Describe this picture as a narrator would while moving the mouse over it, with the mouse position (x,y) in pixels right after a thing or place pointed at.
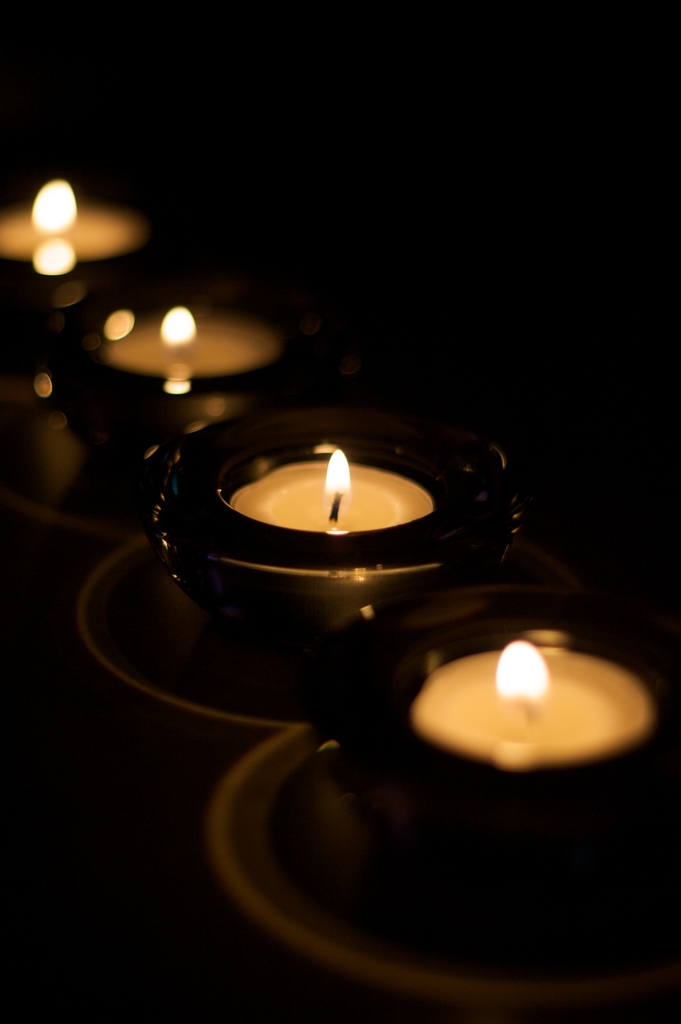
We can see candles (76,228) with flame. Background (236,94) it is dark.
